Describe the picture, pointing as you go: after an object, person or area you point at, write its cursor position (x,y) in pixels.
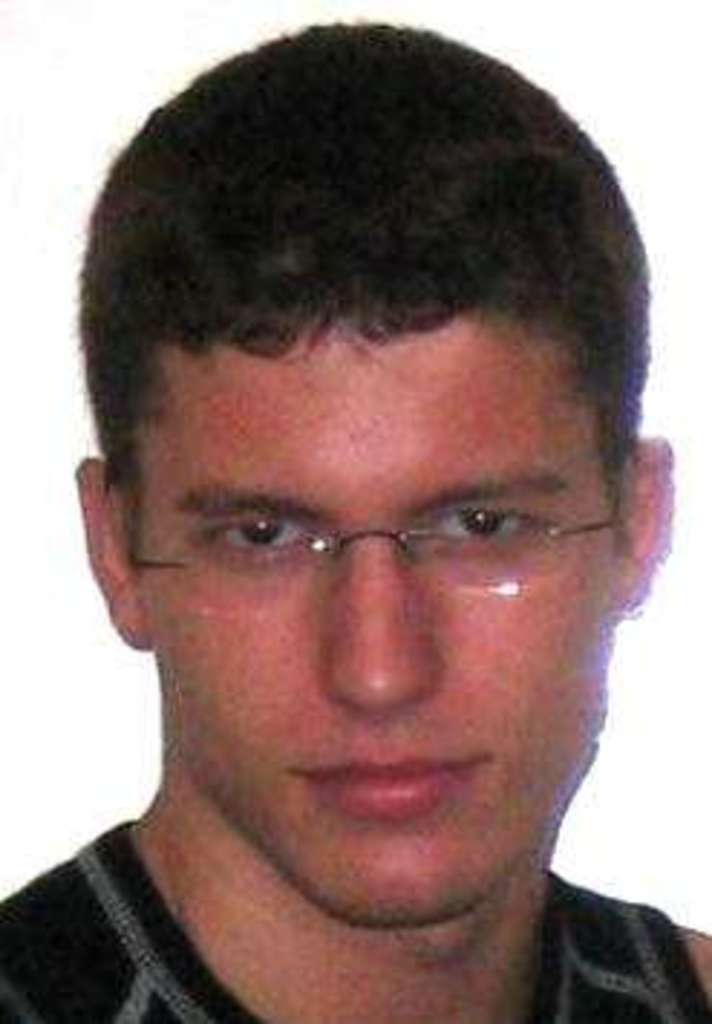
In this image, I can see a man (374,813) with spectacles (270,590) and clothes (154,928). There is a white background (60,489).
